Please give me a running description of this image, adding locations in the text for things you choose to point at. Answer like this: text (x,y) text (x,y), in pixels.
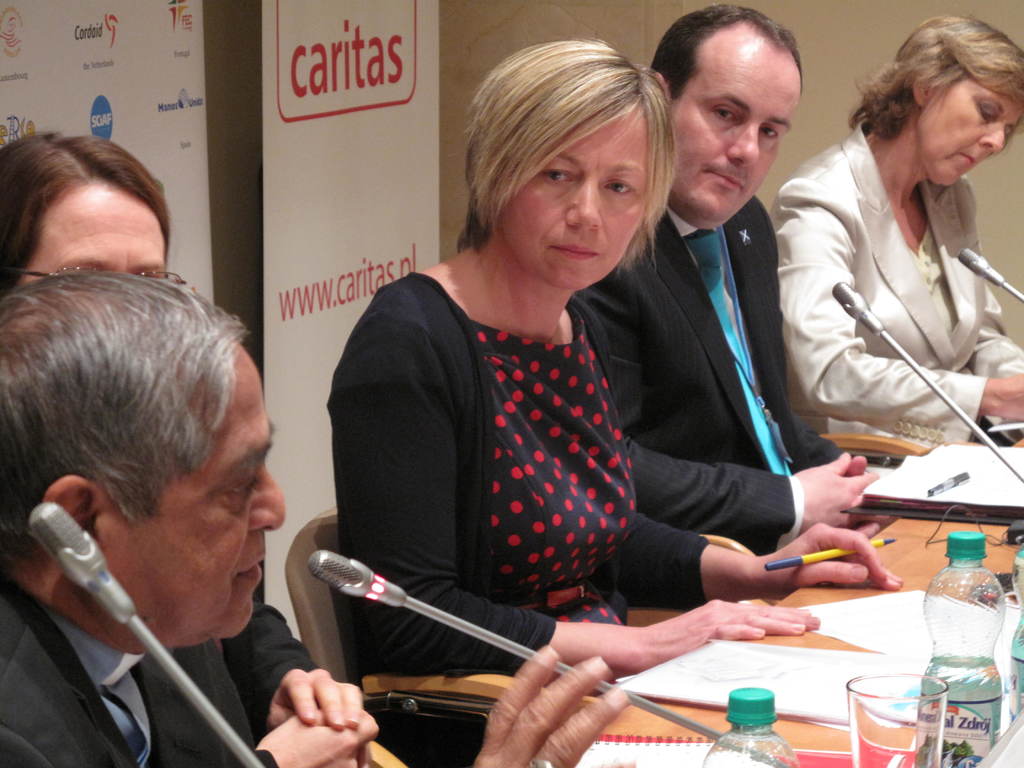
In this image I can see people (819,433) sitting. There are microphones (699,733), papers (720,689), bottles (740,719) and glasses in front of them. There is a banner (315,334) at the back (264,348).
